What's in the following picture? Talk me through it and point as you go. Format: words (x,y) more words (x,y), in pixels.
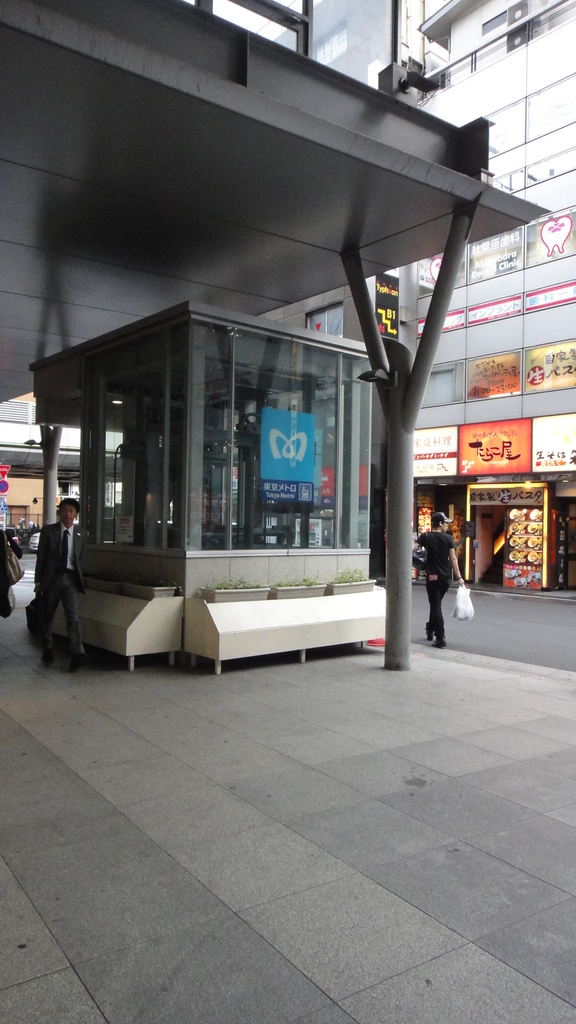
In this image we can see few persons (48,630) are walking on the road (465,646), one of them is holding a cover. On the right side (475,329) there is a building (465,49) and on the left side (145,360) there is an another building (195,591).
